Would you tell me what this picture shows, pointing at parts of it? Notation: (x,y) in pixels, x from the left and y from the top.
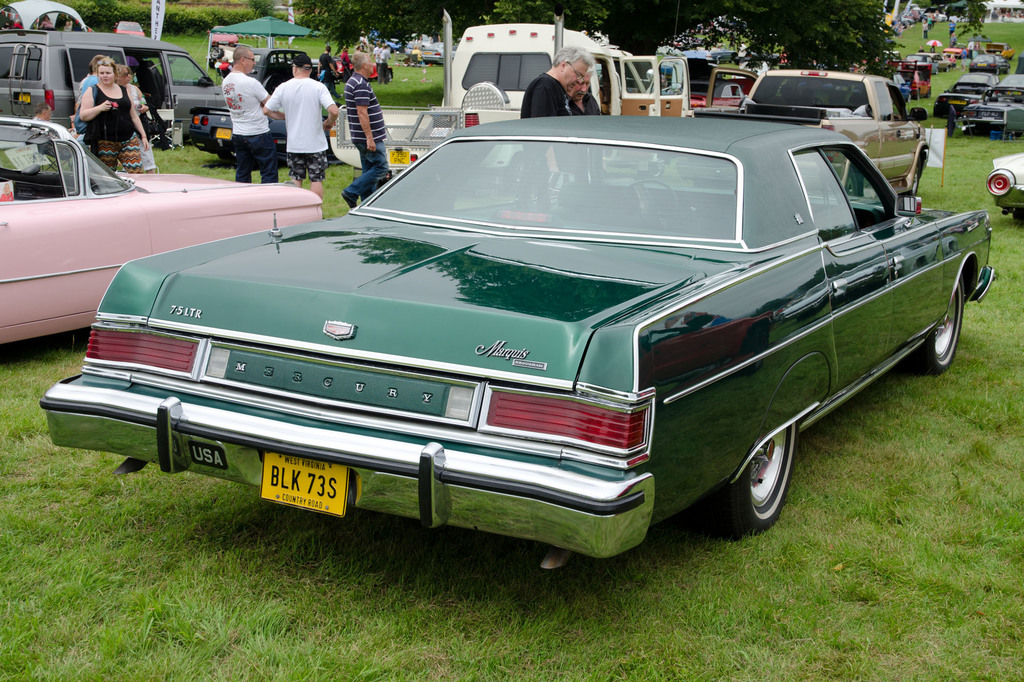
In this image I can see the vehicles (411,323) on the ground (729,589). To the side of these vehicles (500,195) I can see few people (529,103) with different color dresses (256,107). I can see these vehicles (488,332) are colorful. In the background (440,32) I can see some tents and many trees (854,11).
